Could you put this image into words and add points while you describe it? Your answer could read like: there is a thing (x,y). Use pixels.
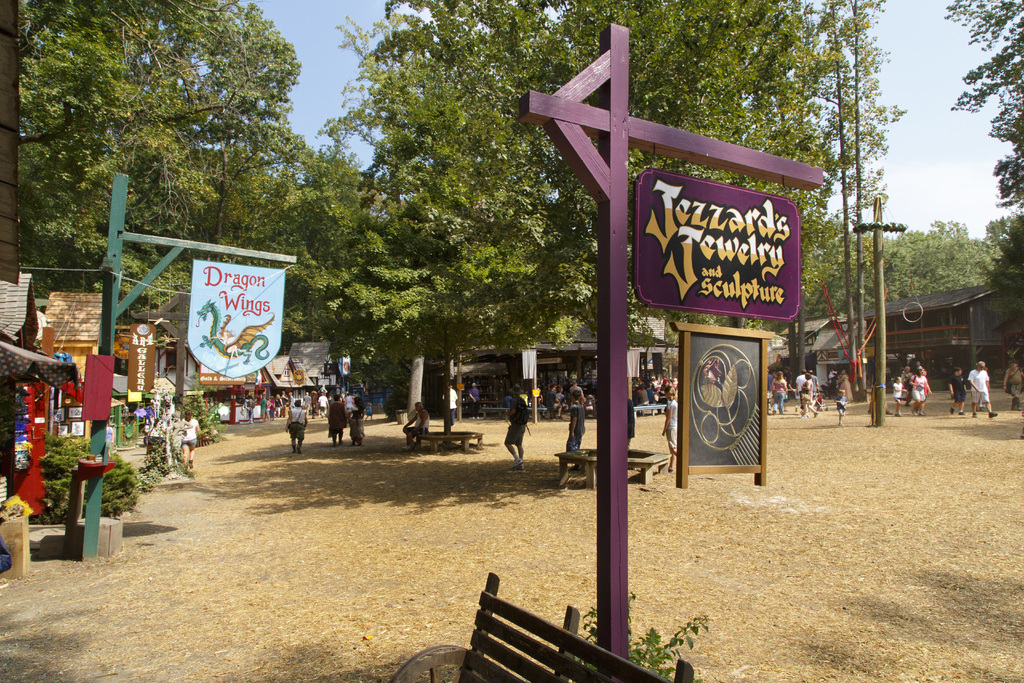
In this image there are boards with the poles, benches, group of people (419,424) standing, stalls (22,332), plants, trees (358,178), and in the background (342,88) there is sky (954,100).
